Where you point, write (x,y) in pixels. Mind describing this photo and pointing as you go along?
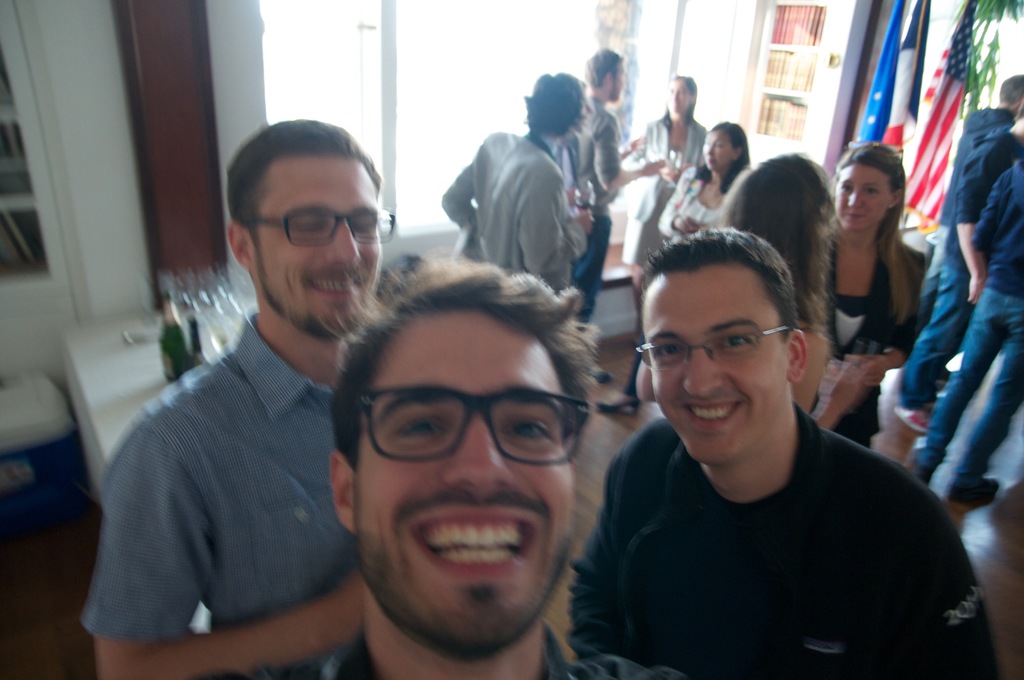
This is an inside view. Here I can see three men (389,422) smiling and giving pose for the picture. On the right side (877,185) there are some more people (758,198) standing. On the left side (81,353) there is a table (129,360) on which few bottles (171,354) and glasses (202,300) are placed. In the background (306,71) there is a window (294,68) to the wall (80,131) and also there is a rack (804,67). On the right side (895,104) there are three flags (929,94) and few leaves (987,21) are visible.
